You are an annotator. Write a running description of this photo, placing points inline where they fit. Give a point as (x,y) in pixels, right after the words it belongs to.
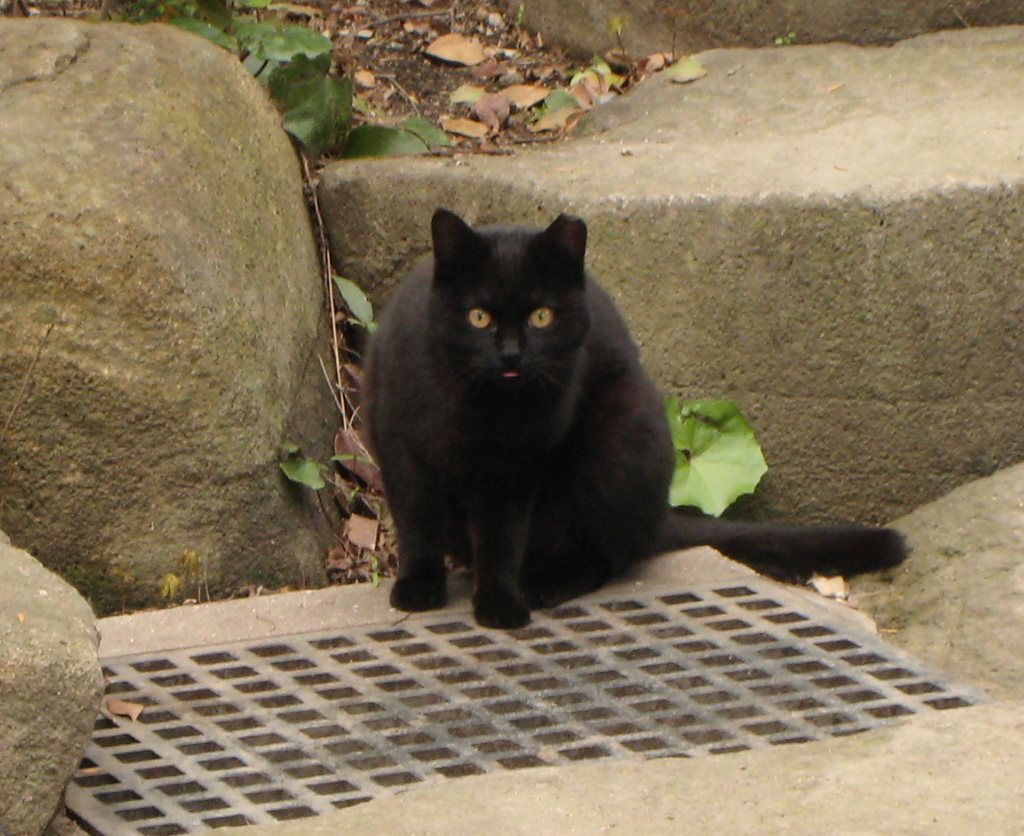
In this picture there is a black cat (484,313) who is sitting near to the stones (165,453) and steel object (432,719). At the top (345,102) I can see the green and dry leaves (407,133).
